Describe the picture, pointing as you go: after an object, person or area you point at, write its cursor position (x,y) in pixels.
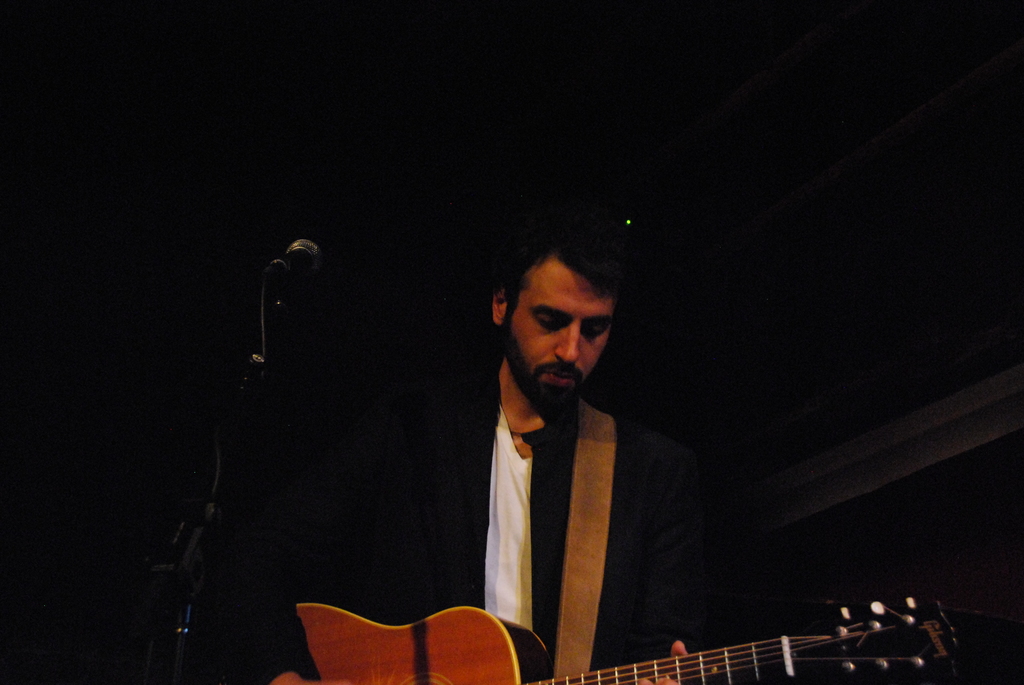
In the middle of the image (593,274) a man (608,282) is standing and holding a guitar (434,676). On the left side of the image (296,253) there is a microphone (297,266).
